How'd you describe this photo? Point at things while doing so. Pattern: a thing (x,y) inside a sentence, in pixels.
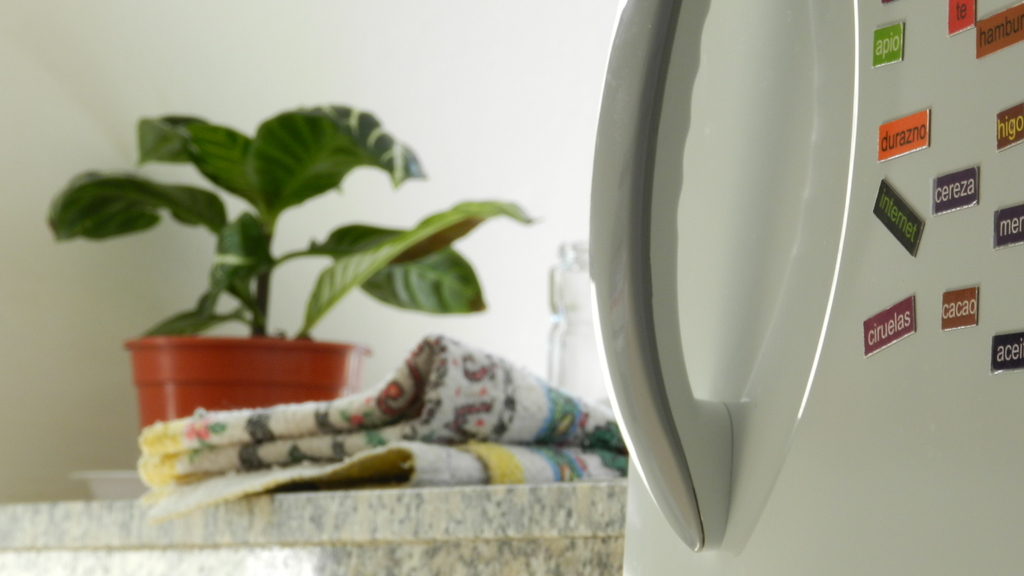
On the right side of this image (683,353) there is a machine (763,333) along with the handle (624,268). I can see few papers (947,199) are attached to this machine (875,472). In the background (264,173) there is a house plant (242,227) is placed on a table (136,513) and also there is a cloth (376,434). In the background (170,39), I can see a wall (172,81).
